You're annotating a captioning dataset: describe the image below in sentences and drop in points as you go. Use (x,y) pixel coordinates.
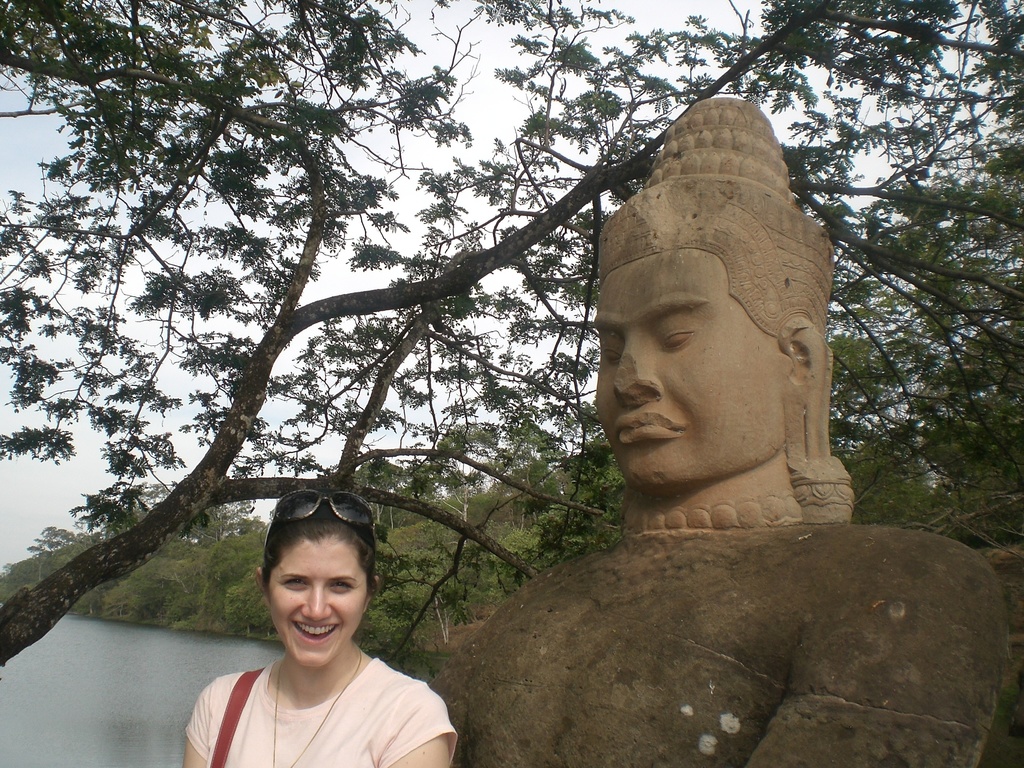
In this image there is a woman (319,650) standing beside the statue (632,521). In the background (84,697) there is water (76,687). On the left side (54,585) there is a tree (30,597). Beside the water (75,681) there are trees (222,549). The woman (320,614) has kept the spectacles (347,507) on her head (309,527).
